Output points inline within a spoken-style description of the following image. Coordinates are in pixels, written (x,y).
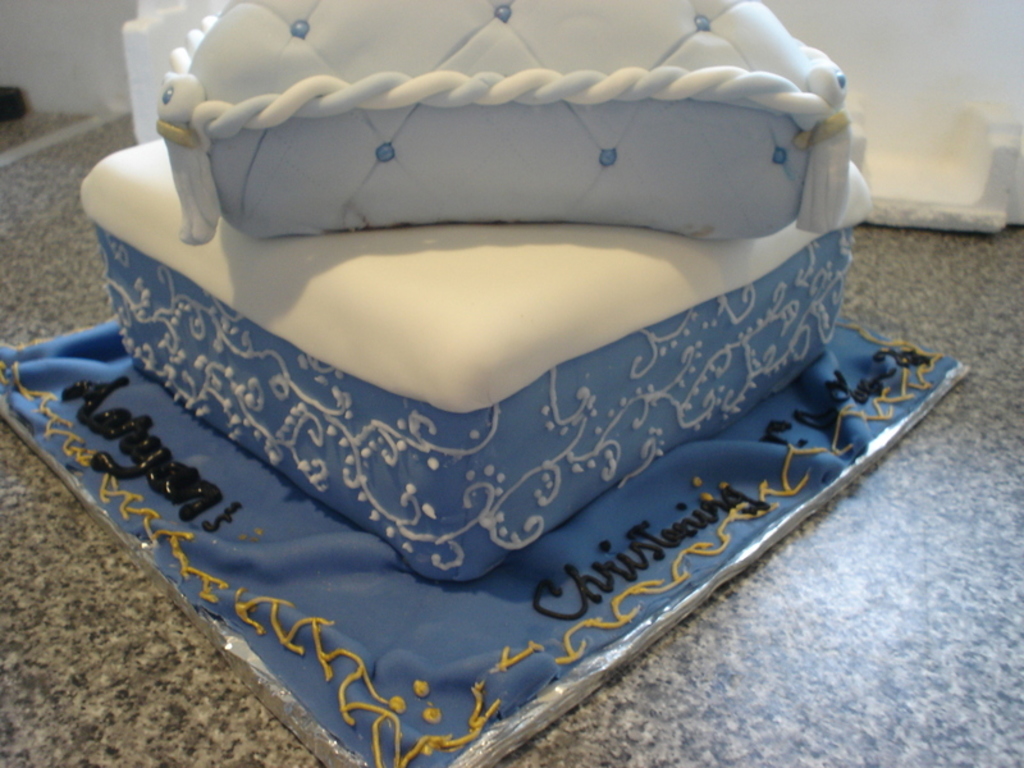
In this picture there is a cake (586,59) shaped like a pillow (556,77) on a cushion (168,189) in the center of the image (463,346).
